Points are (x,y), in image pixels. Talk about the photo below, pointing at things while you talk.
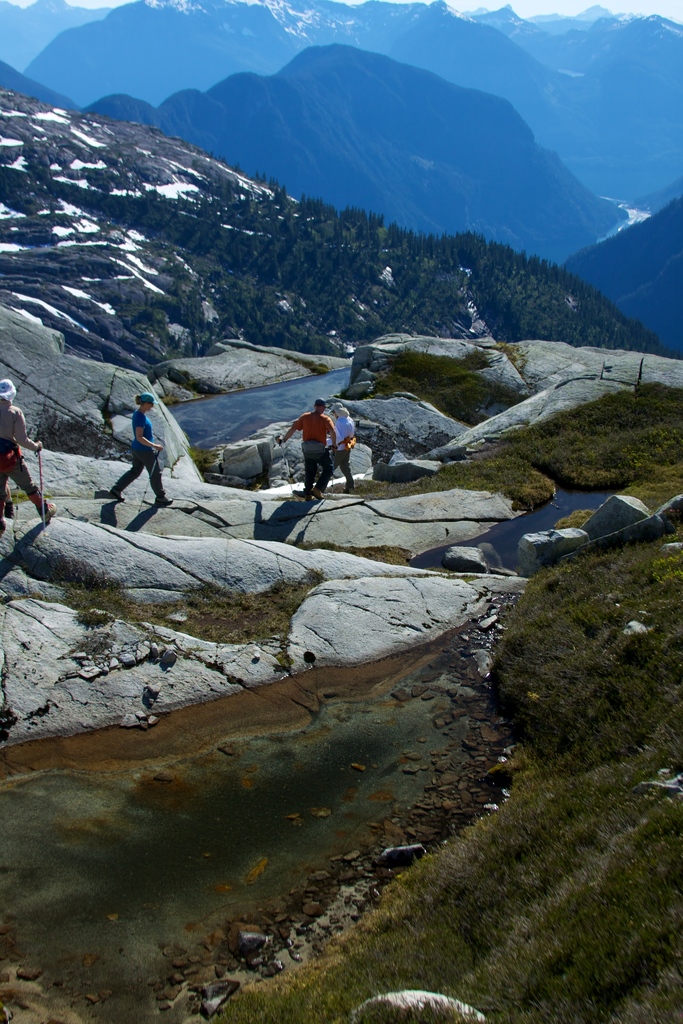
In this image we can see some people (133,474) on the ground (344,515). One man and woman (159,475) are holding sticks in their hands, we can also see the water (353,718) and the grass (625,617). In the background (311,43), we can see a group of trees (504,296), hills (624,257) and the sky (353,3).
